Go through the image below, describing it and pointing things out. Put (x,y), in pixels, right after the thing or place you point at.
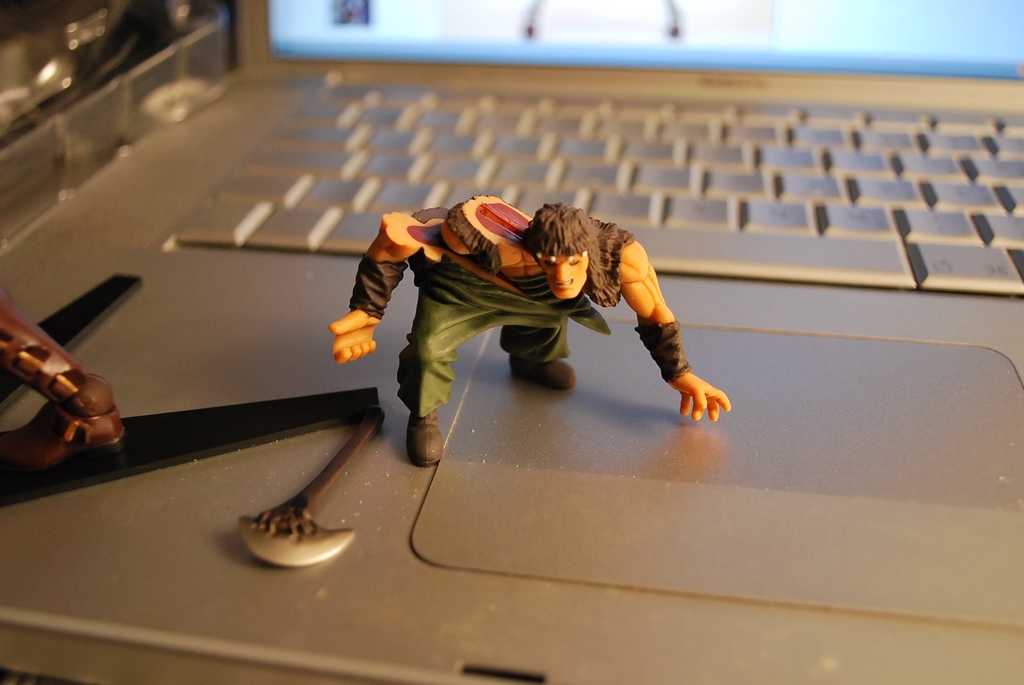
In this image there is a laptop (660,184) truncated, there are toys (443,367) on the laptop (714,432), there are objects (72,38) truncated towards the left of the image (64,13).
